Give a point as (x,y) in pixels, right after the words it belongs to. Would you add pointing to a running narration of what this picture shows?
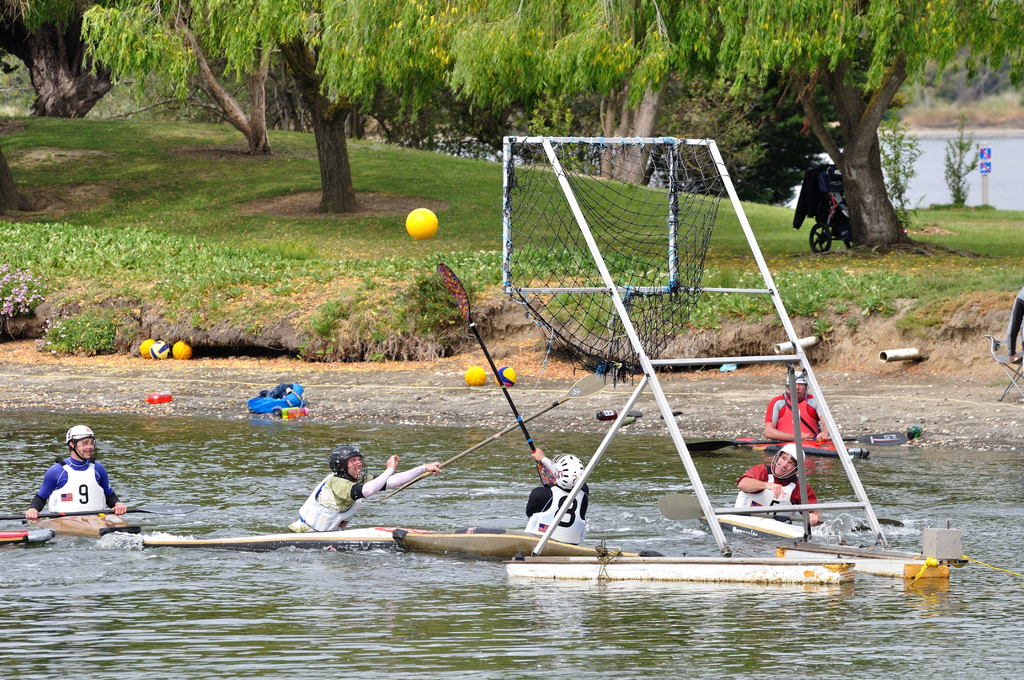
In this image few people (813,492) are playing on water surface (349,551). They are rowing boats (532,531). They are playing with ball (428,234). Here there is a goal post (598,268). In the bank (357,346) there are balls (178,350). In the background (410,356) there are trees (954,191), stroller,,few (830,189) plants, water body (913,163).
